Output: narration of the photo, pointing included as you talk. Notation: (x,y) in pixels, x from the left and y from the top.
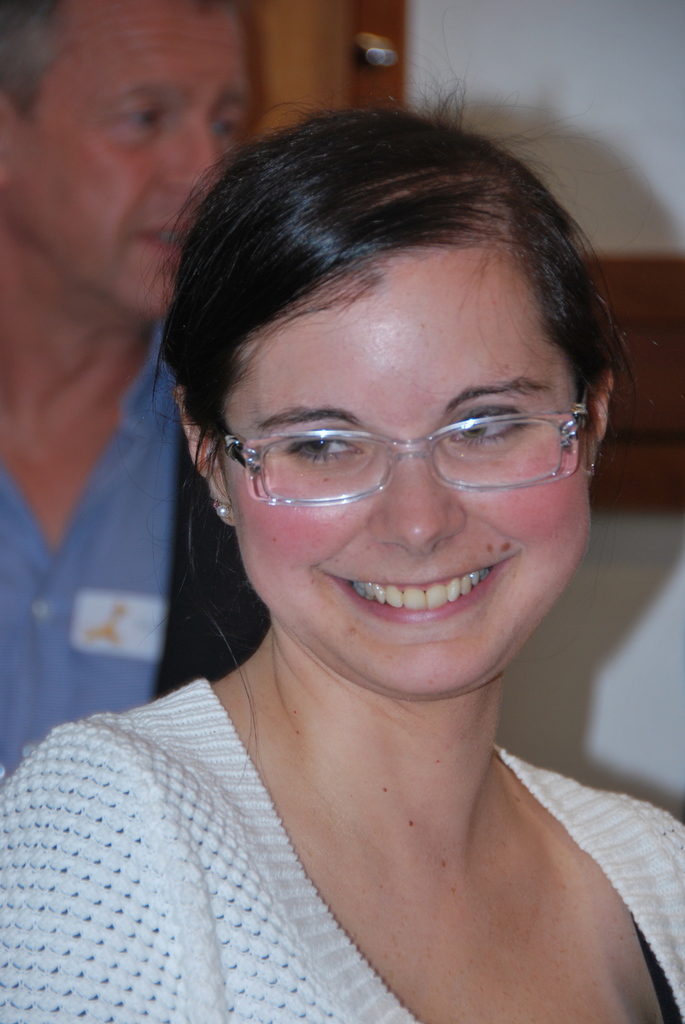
This woman (399,404) is smiling and wore spectacles (446,469). Back Side we can see a man (149,522).
